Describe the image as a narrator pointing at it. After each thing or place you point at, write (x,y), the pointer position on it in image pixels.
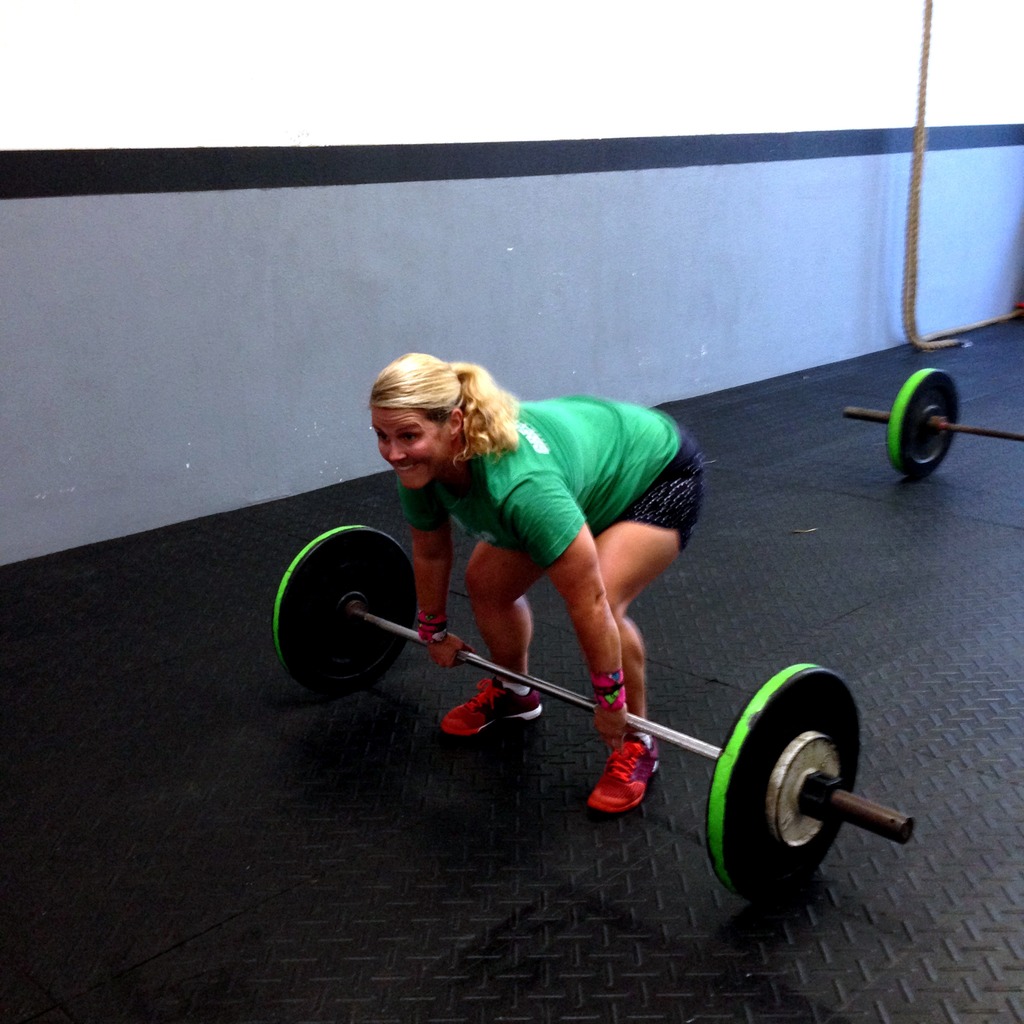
In the middle of the image (606,488) we can see a woman (533,448), she is trying to lift the weights (748,790).
